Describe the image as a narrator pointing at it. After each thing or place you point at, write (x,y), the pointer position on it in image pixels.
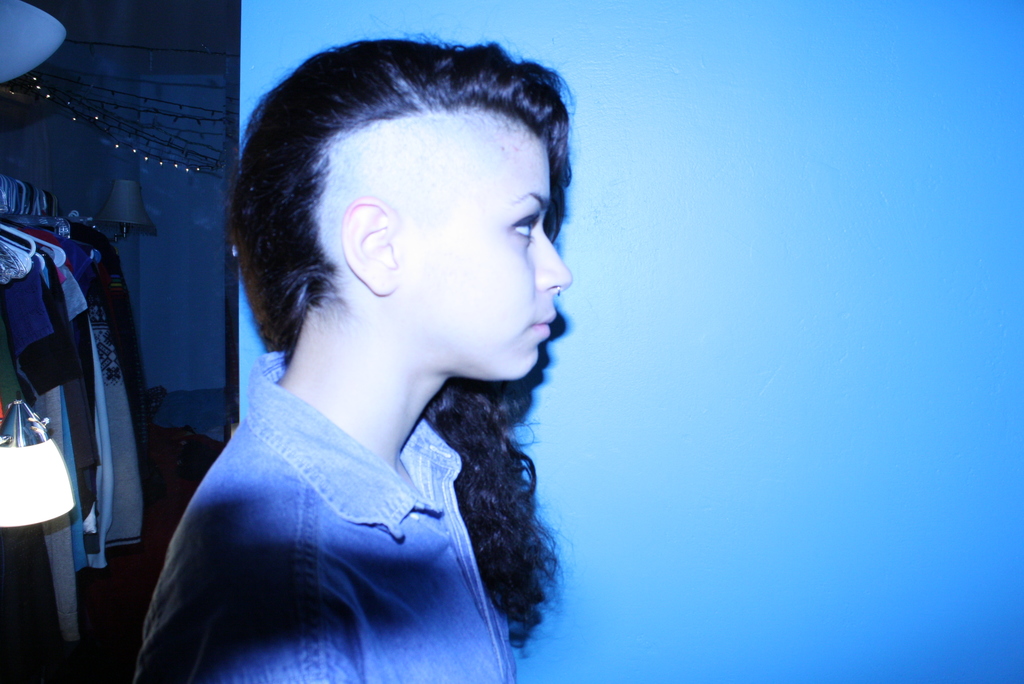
This is the woman (401,446) standing. On the left side of the image (79,439), I can see the clothes (40,312) hanging to the hangers (18,235). This looks like a lamp (121,198). I think this is the wall (697,283).
